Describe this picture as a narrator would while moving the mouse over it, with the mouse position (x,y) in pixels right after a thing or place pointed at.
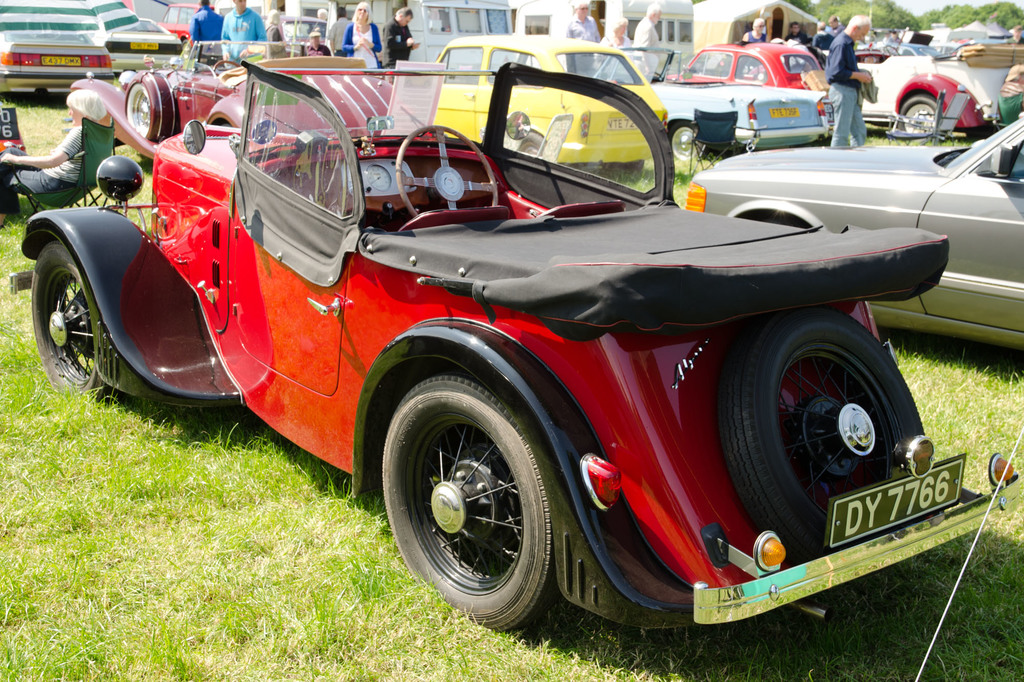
In the image there are many vintage cars (340,203) on the grassland (199,556), in the back (827,79) there are many people (225,30) standing, it seems to be a car expo and a person (46,187) sitting on chair (53,199) on the left side (53,154), over the background (890,7) there are trees (961,11) on the right side (980,9).
